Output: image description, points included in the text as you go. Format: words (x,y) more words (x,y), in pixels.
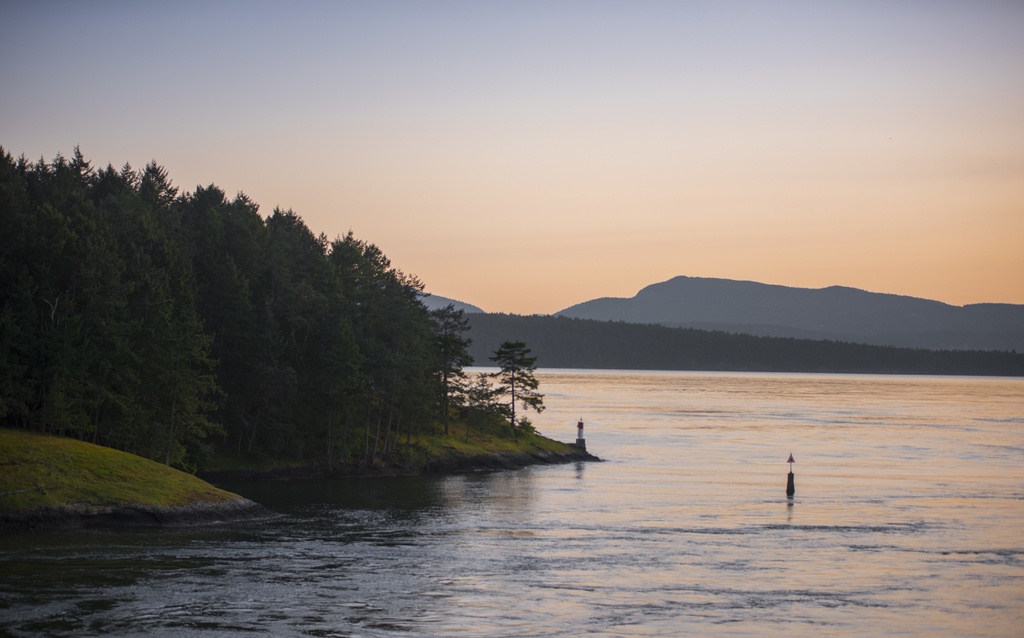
In this image I can see the water (682,531). On the left side (222,411) I can see the trees (239,357). In the background (550,346), I can see the hills (671,306) and the sky (518,86).
